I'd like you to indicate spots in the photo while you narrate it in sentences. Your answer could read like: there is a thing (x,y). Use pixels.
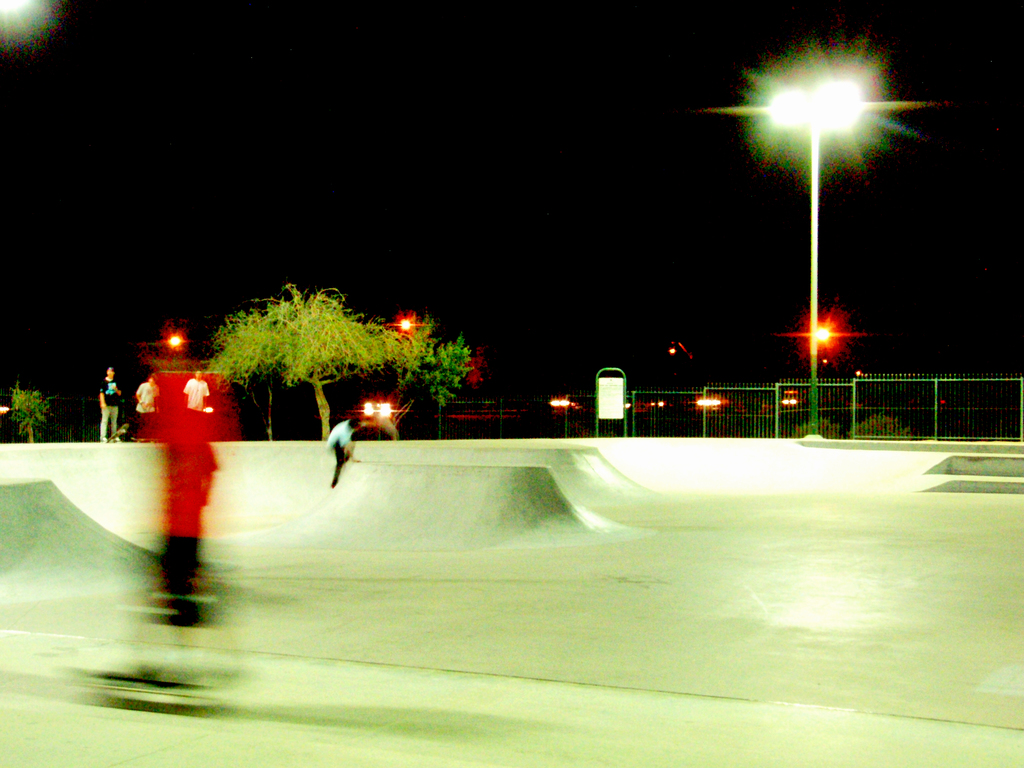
In the center of the image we can see two people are skating. And behind them, we can see a railing (866,409), pole (812,115) with light (812,115) and a tree (455,360). In the background (690,336) we can see the sky (740,182).
